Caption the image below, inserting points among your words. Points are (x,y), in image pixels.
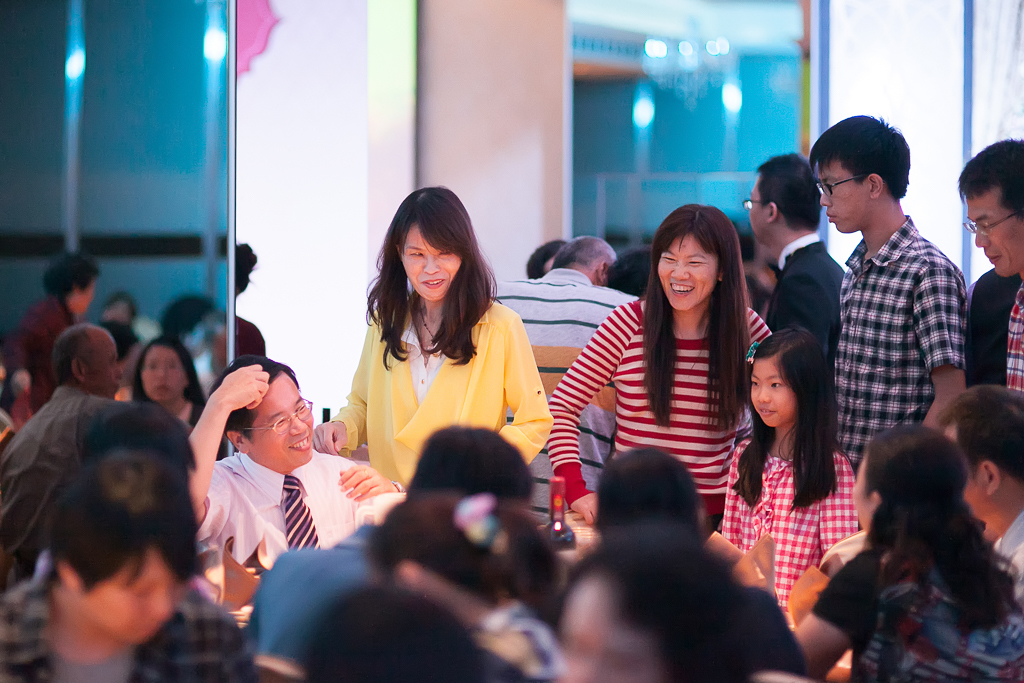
In this image, we can see a group of people (385,531). Few people (412,459) are sitting and standing. Here we can see few people (447,393) are smiling. In the middle of the image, there is a bottle (559,511). Background (480,113), there is a wall (482,159) and glass (209,178).
